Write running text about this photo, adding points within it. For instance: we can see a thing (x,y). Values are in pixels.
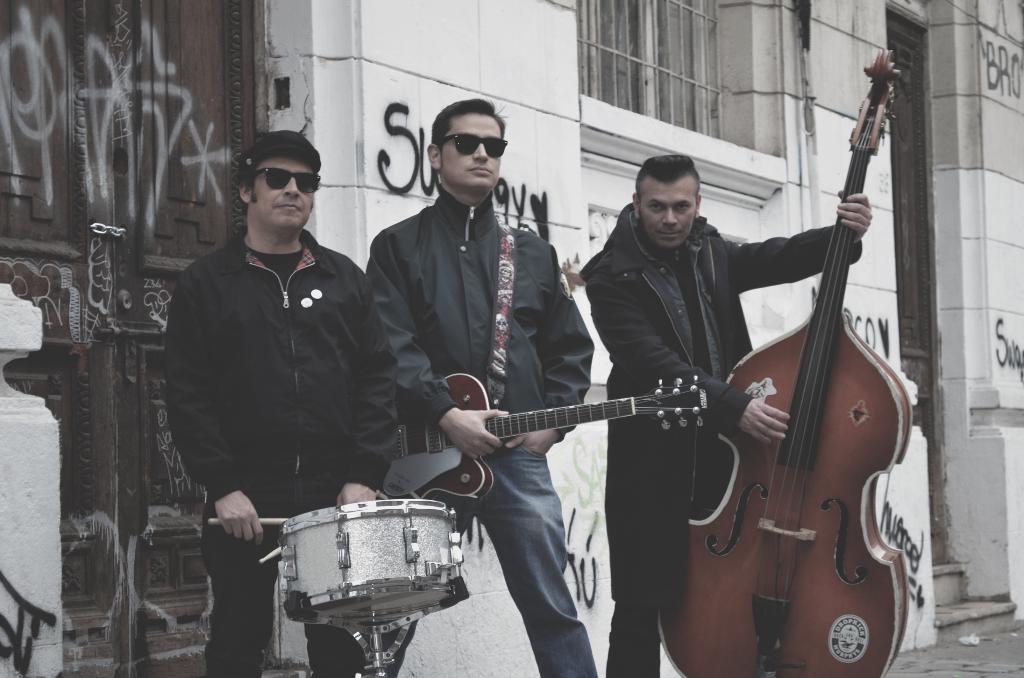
In this picture we can see three persons (690,460) standing in the middle (409,285). On the right side (844,231) these two persons (579,655) are holding a guitar (784,498) with their hands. And he has goggles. And he is playing drums (385,533). On the background (452,66) we can see the wall (299,30) and this is the door (113,60).
